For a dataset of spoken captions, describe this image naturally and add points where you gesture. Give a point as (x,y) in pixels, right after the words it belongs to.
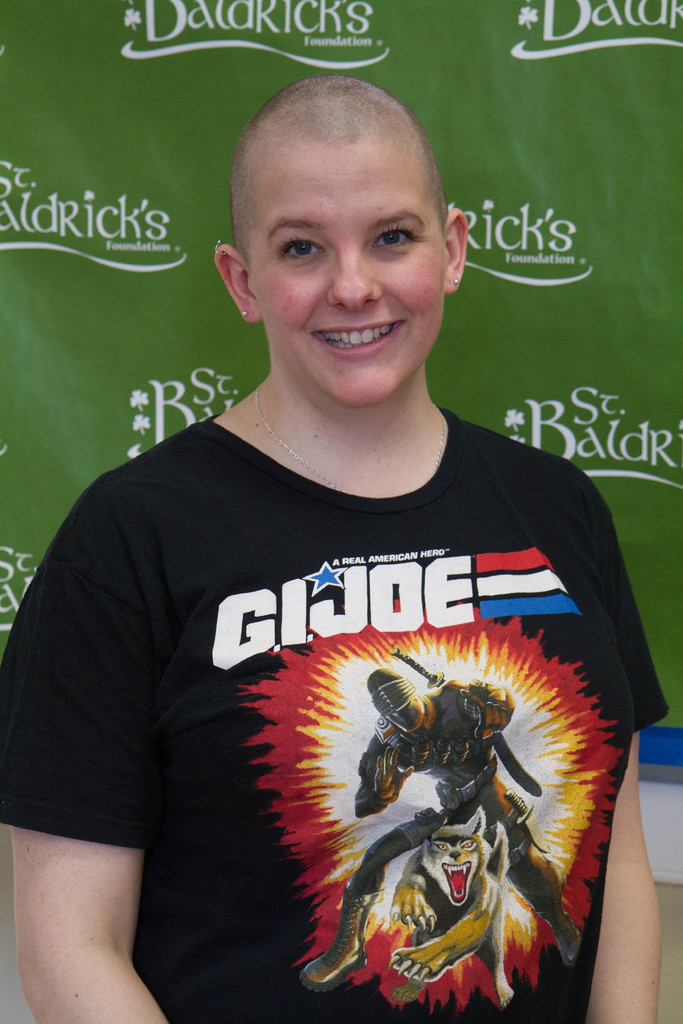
In this image we can see a woman (344,566) smiling and an advertisement (72,236) in the background (149,420).
